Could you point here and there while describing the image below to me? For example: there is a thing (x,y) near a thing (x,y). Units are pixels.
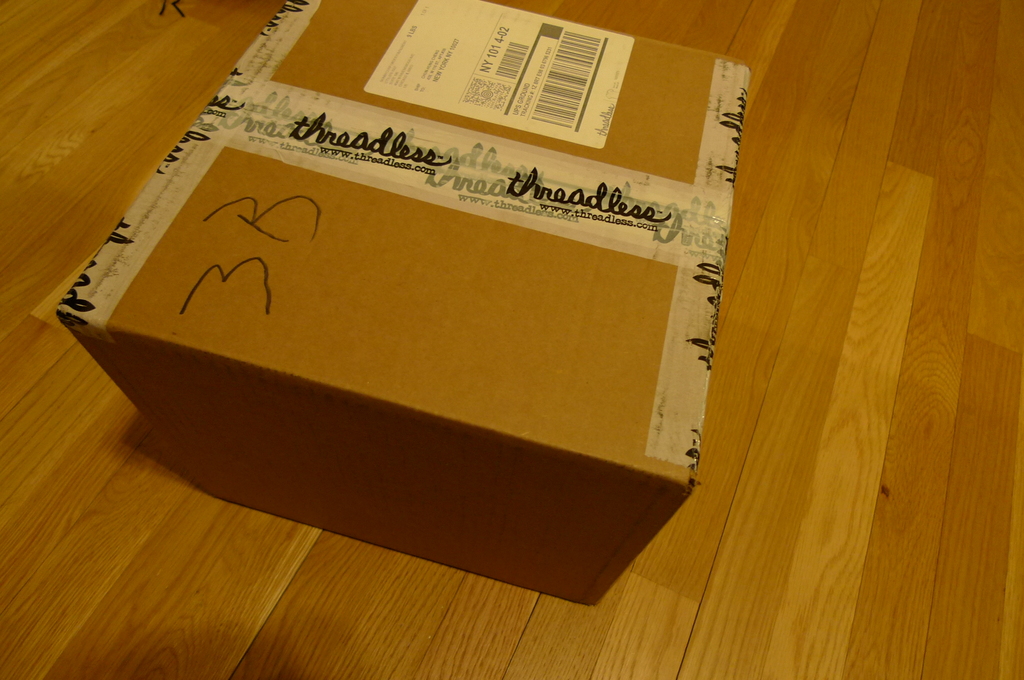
In this picture there is a carton box (488,175) in the center of the image (517,342).
